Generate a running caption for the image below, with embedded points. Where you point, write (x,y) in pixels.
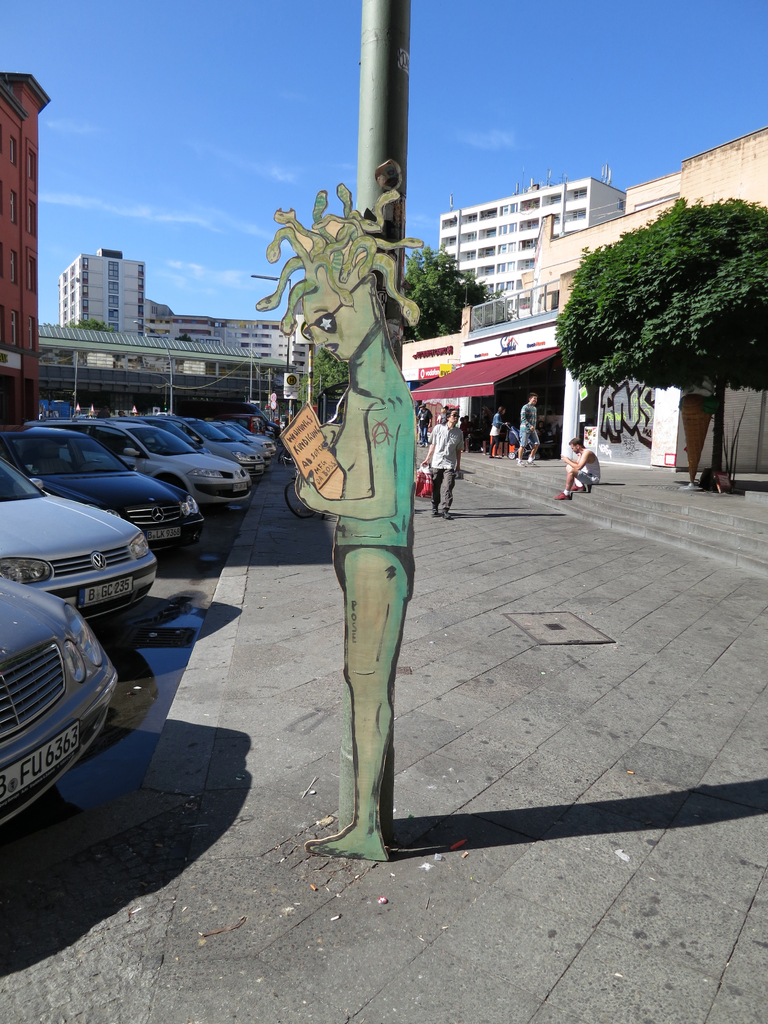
In the image there is a pole (380,61) and in front of the pole (392,59) there is a poster (383,411) in the shape of human (350,413), around the pole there is a pavement (234,641) and on the left side (82,540) there are a lot of cars (171,425). In the background (96,331) there are buildings (495,288) and few people (435,428), on the right side (622,339) there is a tree (599,370).
